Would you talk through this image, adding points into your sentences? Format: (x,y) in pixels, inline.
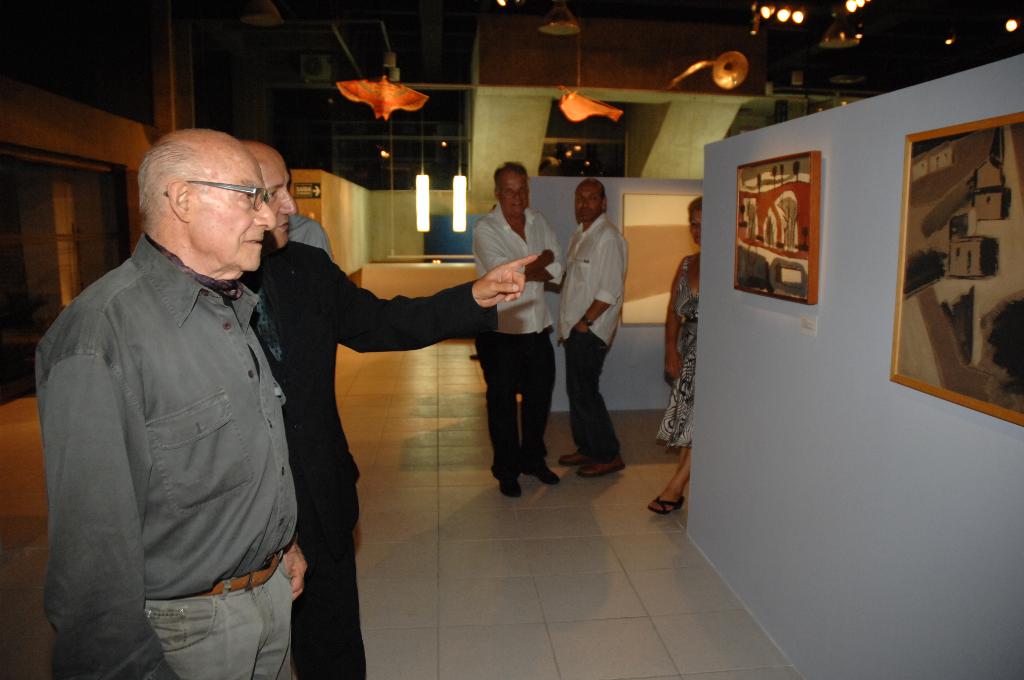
In this image there are a few people (251,278) standing and watching art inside an art gallery (437,466), in the background of the image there are lamps (452,184).
